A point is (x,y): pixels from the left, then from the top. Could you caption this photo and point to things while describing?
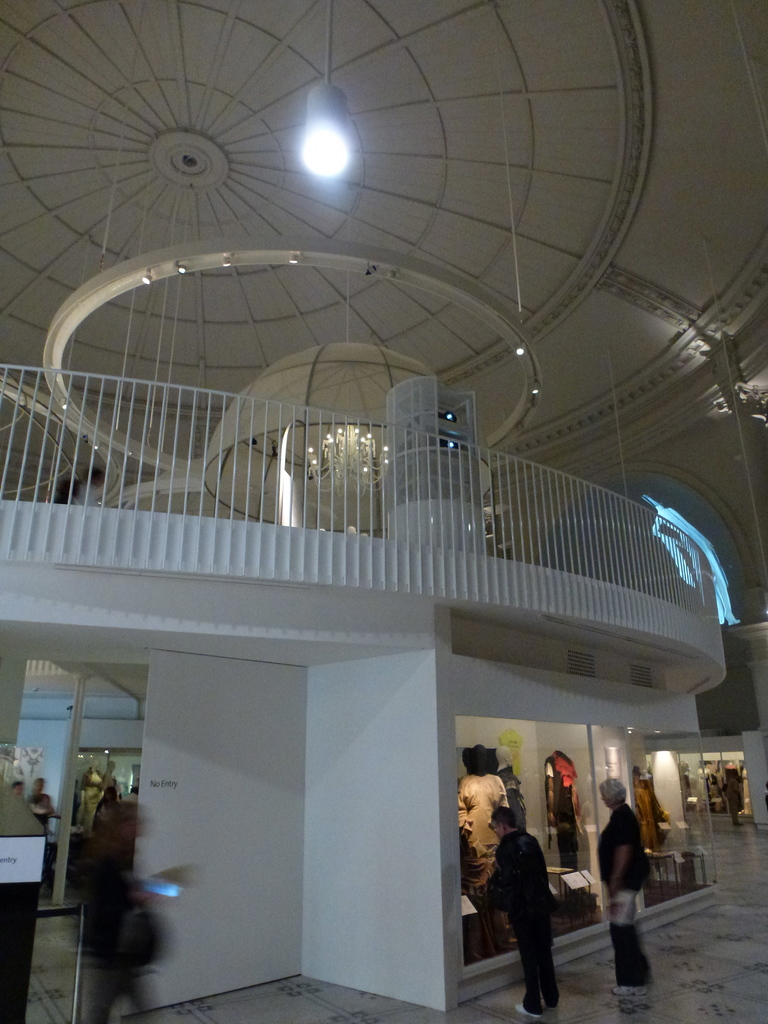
In the picture I can see people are standing on the floor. I can also see glass walls (579,774), fence (539,597), lights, ceiling (431,317) and some other objects (466,765). This is an inside view of a building (349,581).
